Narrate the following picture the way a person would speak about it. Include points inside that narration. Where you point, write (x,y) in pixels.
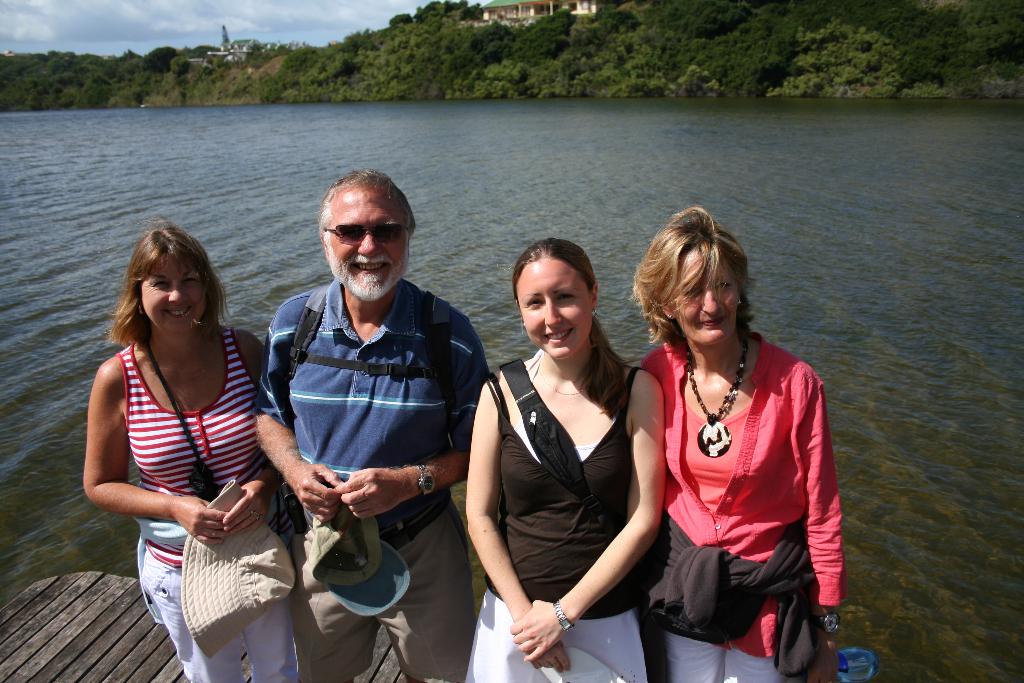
In this image we can see four persons (801,449) standing and smiling. We can also see a man (357,383) wearing the glasses (365,228) and holding the cap (367,573). There is also a woman (234,516) holding the cap (281,561) and standing on the wooden path (125,636). In the background (194,191) we can see the water (672,171), trees (699,88), houses (512,3) and also the sky (193,7) with clouds (278,19).
